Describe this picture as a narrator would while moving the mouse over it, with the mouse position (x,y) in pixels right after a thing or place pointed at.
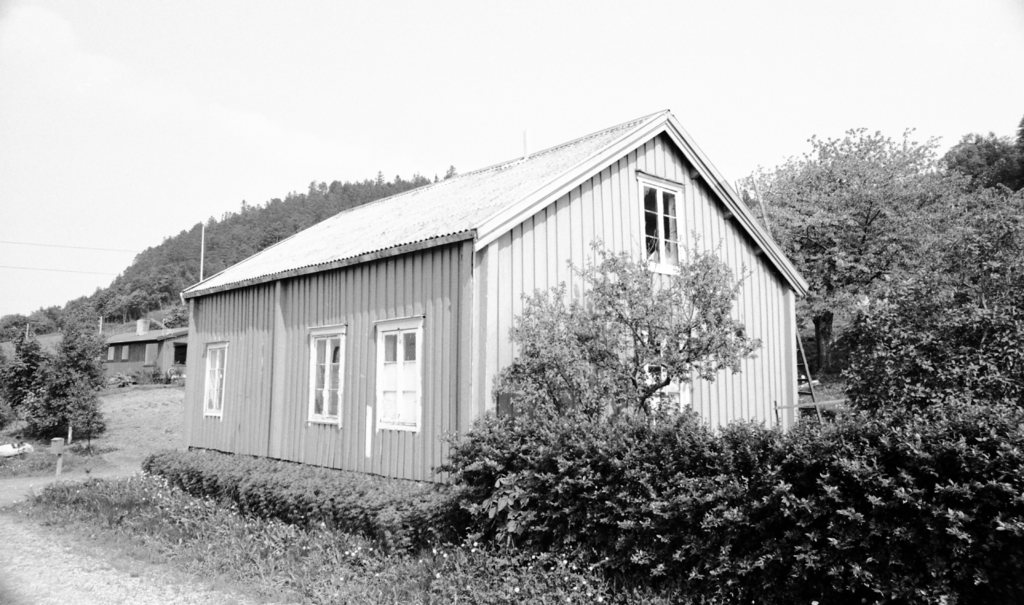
In this image I can see the house (218,293) in the middle (564,336) and I can see trees (848,219) and bushes (583,423) visible around the house (303,407), at the top (570,88) I can see the sky (323,119).
